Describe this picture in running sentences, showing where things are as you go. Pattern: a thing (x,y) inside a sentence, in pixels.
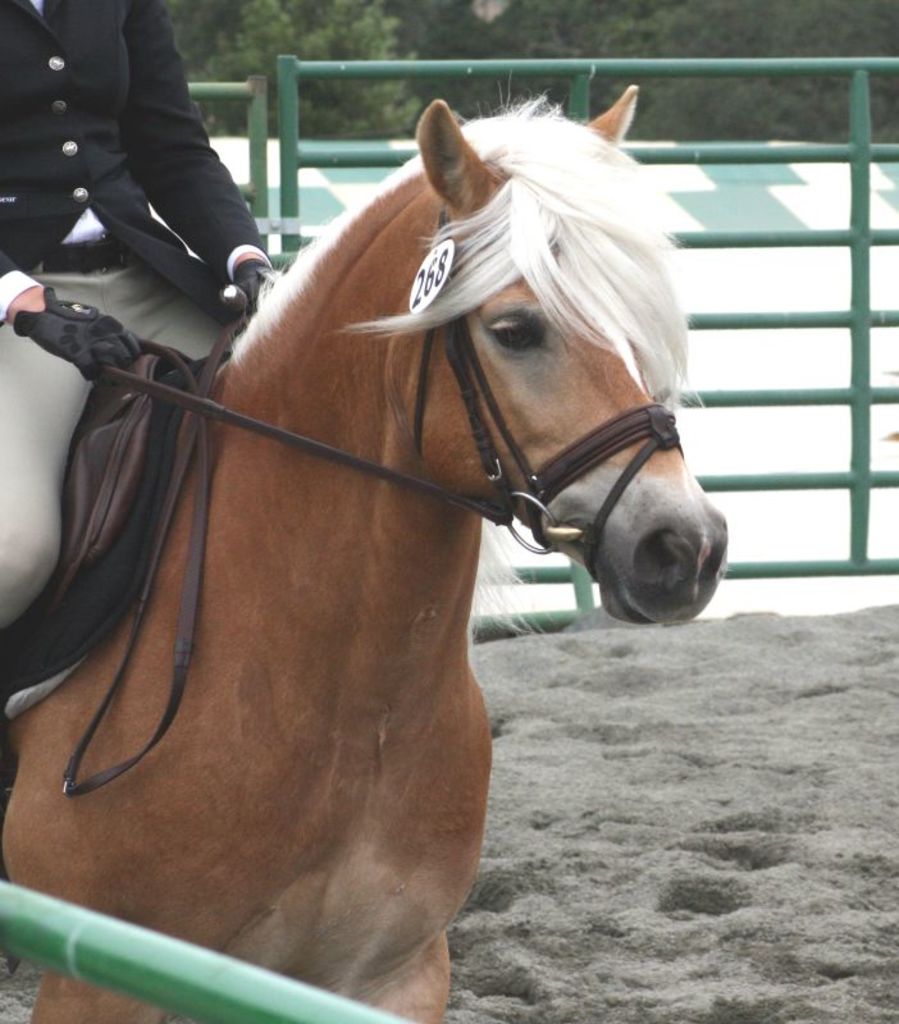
A person (33,241) is sitting on a horse (416,382) and in the middle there is a horse's head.
